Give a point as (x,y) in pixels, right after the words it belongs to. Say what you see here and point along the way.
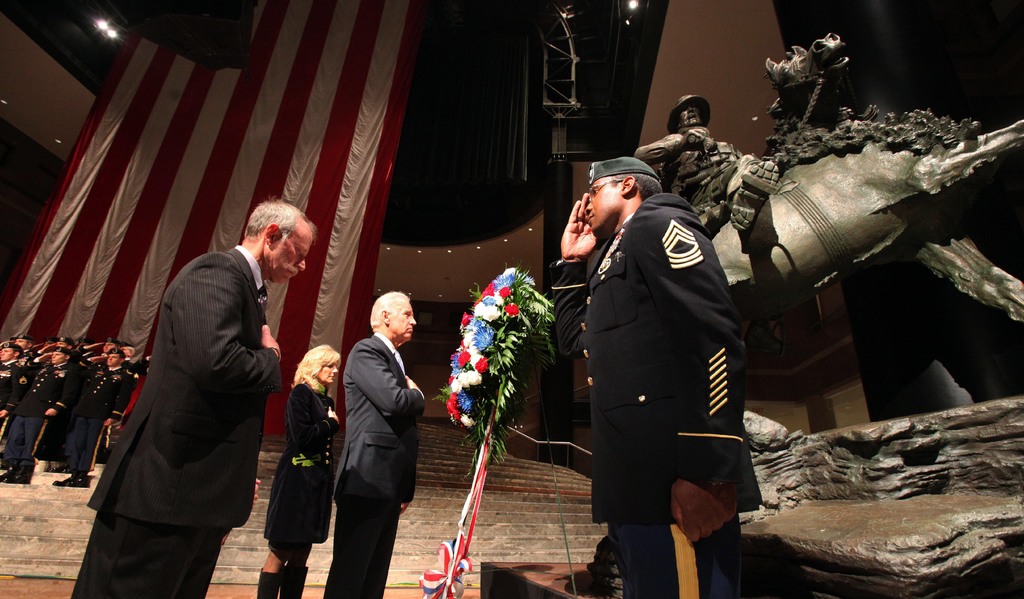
In this picture I can see a group of people (377,429) standing among them some people (658,444) are wearing black color uniforms (95,423) and some are wearing suits (173,378). In the background (304,163) I can see statue (715,226), flowers (519,345) and curtain (171,219). I can also see lights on the ceiling (404,254) and steps (259,552).
